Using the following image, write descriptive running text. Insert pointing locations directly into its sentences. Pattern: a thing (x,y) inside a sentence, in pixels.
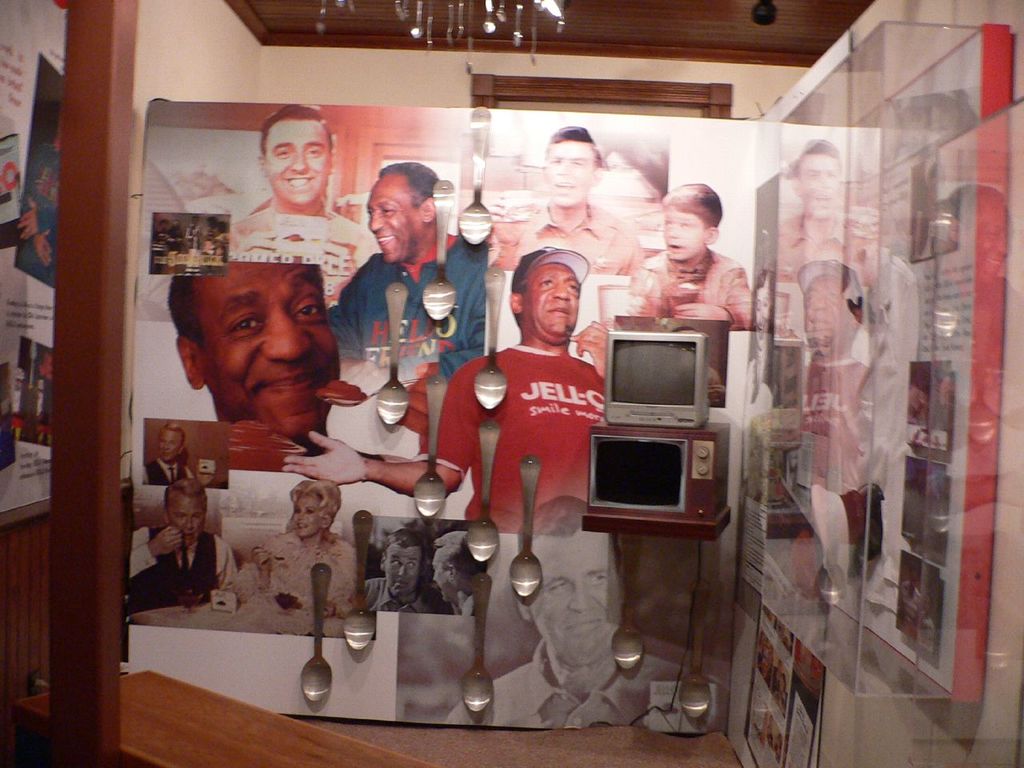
This is an inside view of a room (311,101). On the right side (941,477), I can see a glass (889,324). On the left side (79,419) there is a pillar (100,371). In the background (496,169) there is a board (258,218) on which I can see few images (231,315) of persons (314,180) and few spoons (399,409) are attached to that board (278,333). In front of this board (701,275) I can see a television (670,419). At the top (276,78) I can see in the wall (301,61) and a chandelier (503,13).
